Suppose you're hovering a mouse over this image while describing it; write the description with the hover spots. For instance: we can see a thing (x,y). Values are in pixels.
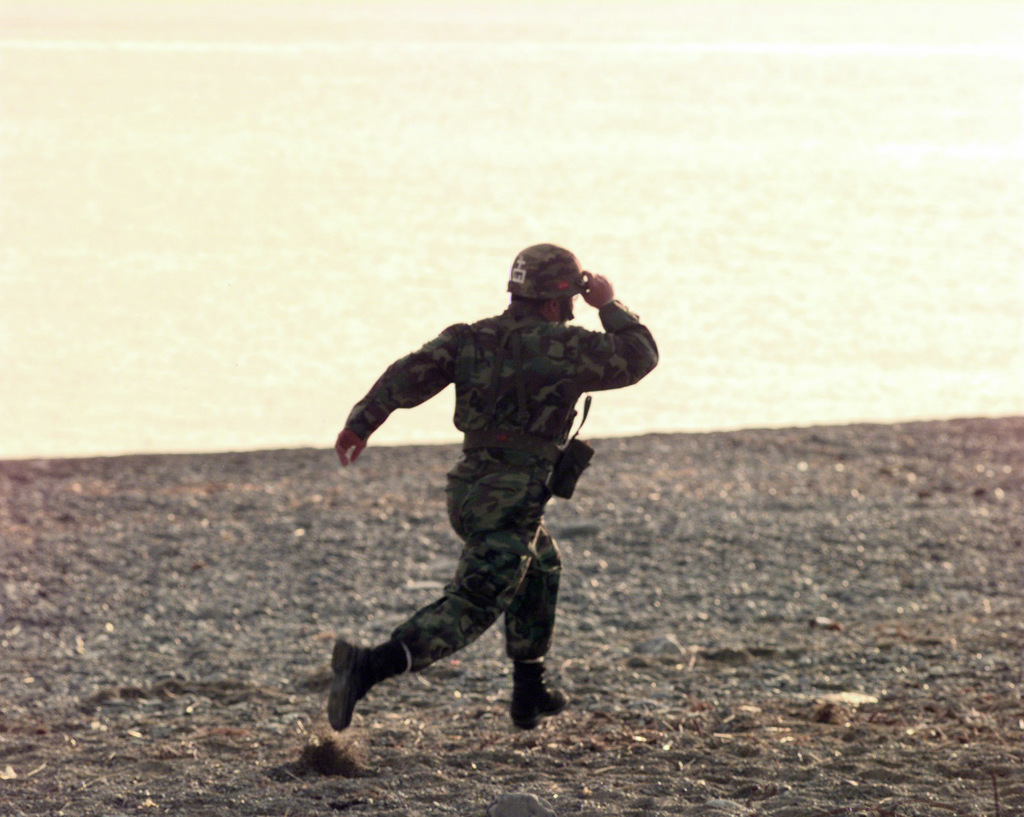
In this image, I can see a person (353,686) running on the ground (726,645). In the background (205,411), there is water (459,153).
